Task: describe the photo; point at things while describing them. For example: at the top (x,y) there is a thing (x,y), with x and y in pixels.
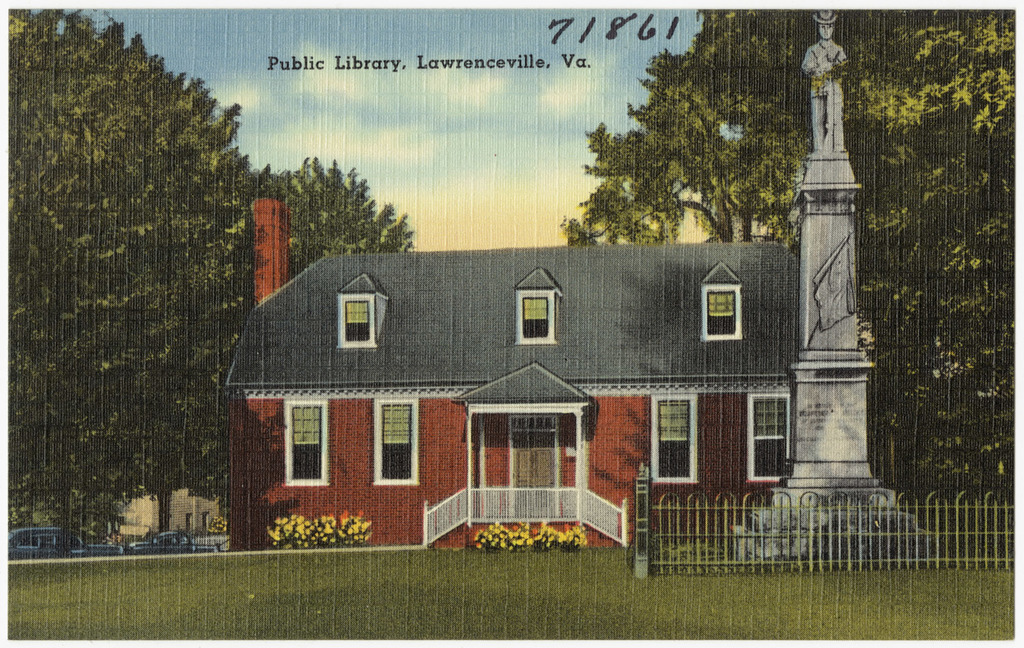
This is a photo and here we can see a building (341,437) and there are trees (790,130), flower plants (340,543) and there are railings (763,517) and some vehicles (40,532) on the road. At the top (335,62), there is some text (526,62). At the bottom (373,569), there is ground (341,611).
